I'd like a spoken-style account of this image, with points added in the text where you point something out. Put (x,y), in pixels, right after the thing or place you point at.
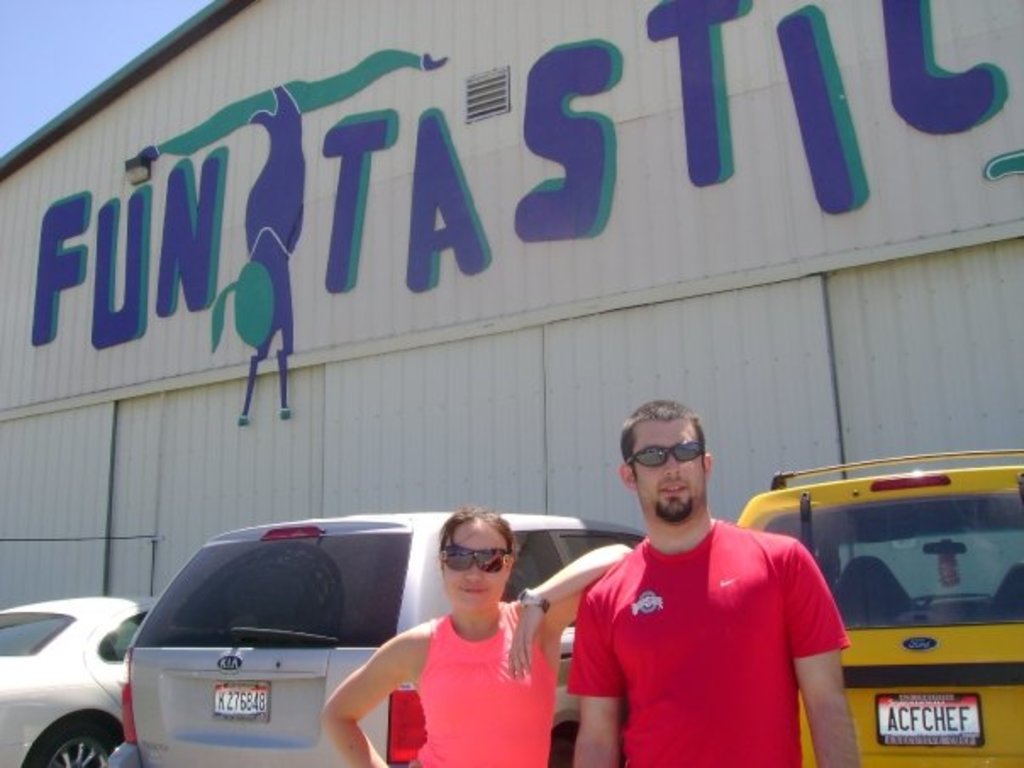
In the background (692,299) we can see there is something written on the metal panel (920,234). In this picture we can see vehicles (865,649). We can see a man (741,717) and a woman (526,739) wearing goggles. They are giving a pose.
